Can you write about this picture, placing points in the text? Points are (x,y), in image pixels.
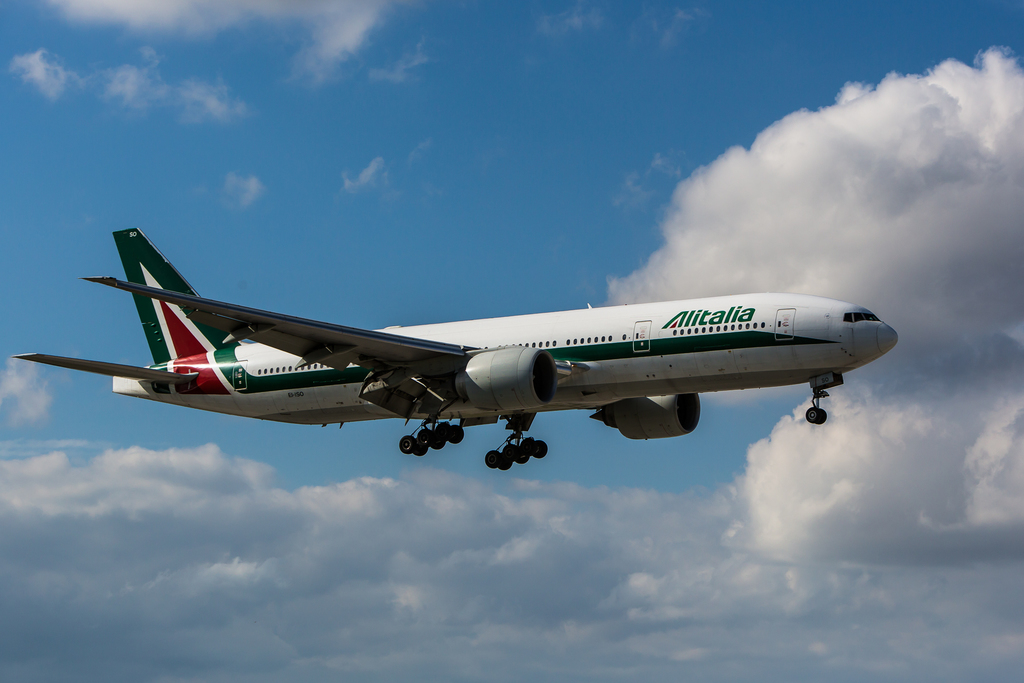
In this image I can see an aircraft (551,336) which is in white and green color. Background (353,134) the sky (560,128) is in white and blue color.
